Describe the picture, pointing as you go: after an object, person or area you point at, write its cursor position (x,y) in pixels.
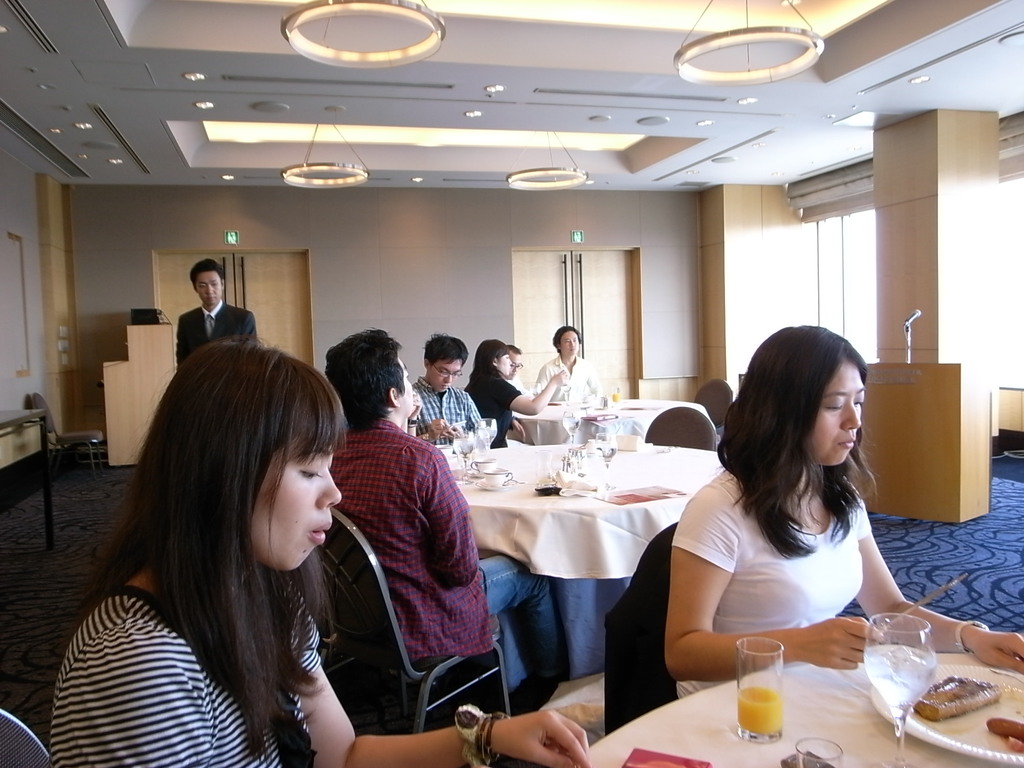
In this image, group of people (227,714) sitting on the chair (661,537) in front of the table (606,516) on which glasses (739,730), plates (931,725), bowls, cups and food items (946,684) are kept. A roof top (856,47) is grey and white in color on which chandelier (794,60) is hanged and lights (577,137) are mounted. pillars (961,148) are light brown in color. The walls (406,233) are of grey in color. In the left middle (167,325), a person (189,327) is standing and a desk (140,370) is there and chair (75,432) visible and windows (810,302) are visible. This image is taken inside a restaurant (655,499).
